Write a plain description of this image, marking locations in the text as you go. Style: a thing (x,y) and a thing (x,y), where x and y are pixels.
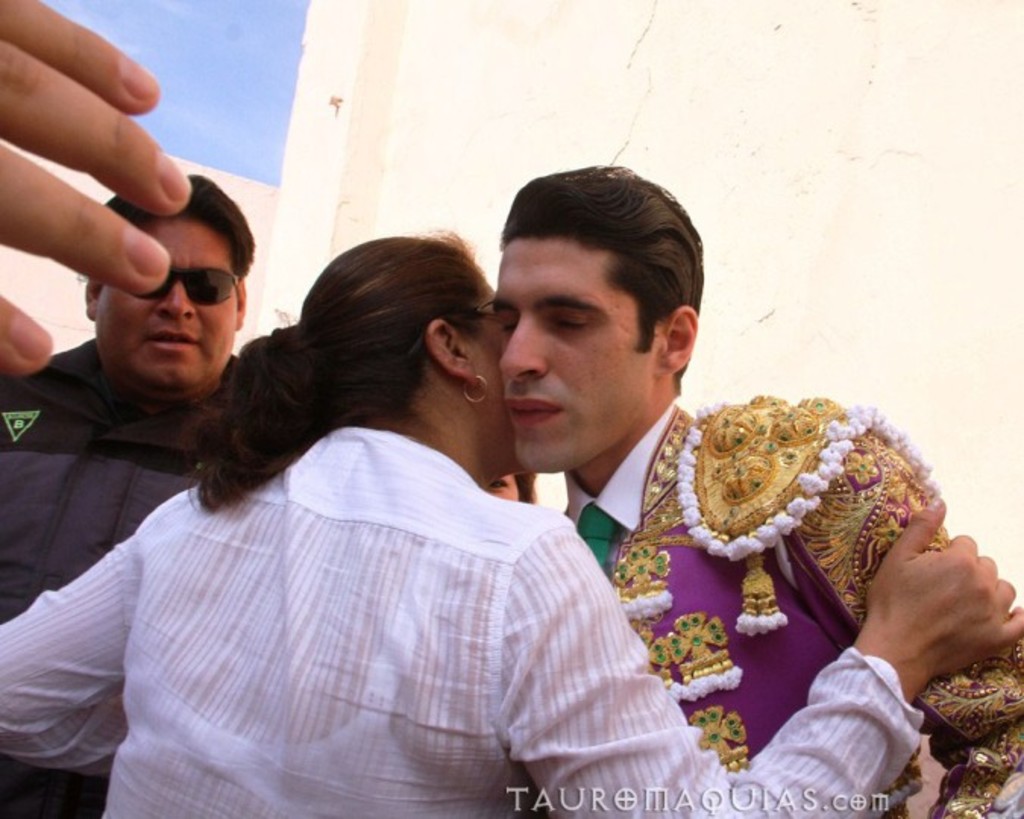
In this image I can see the group of people (322,578) with different color dresses (358,572). I can see one person (227,292) with the goggles (208,280). In the back (483,117) I can see the wall (734,44) and the blue sky (170,55).
